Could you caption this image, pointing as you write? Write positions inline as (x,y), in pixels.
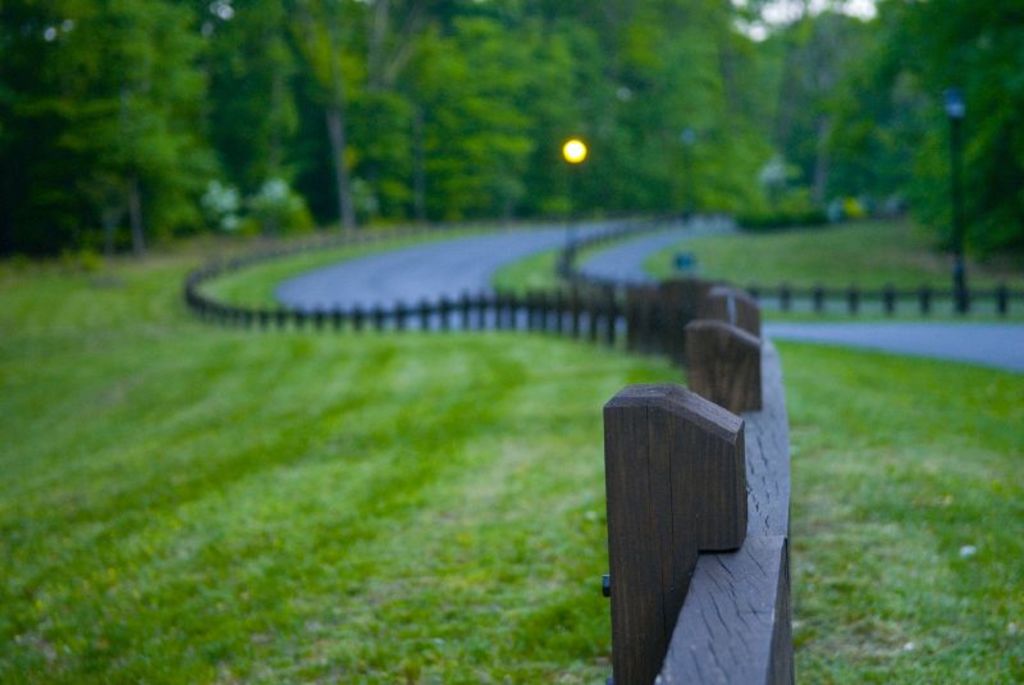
In this picture we can see the trees (455,188), lights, poles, road (470,263), railings (444,305) and grass (202,392).
